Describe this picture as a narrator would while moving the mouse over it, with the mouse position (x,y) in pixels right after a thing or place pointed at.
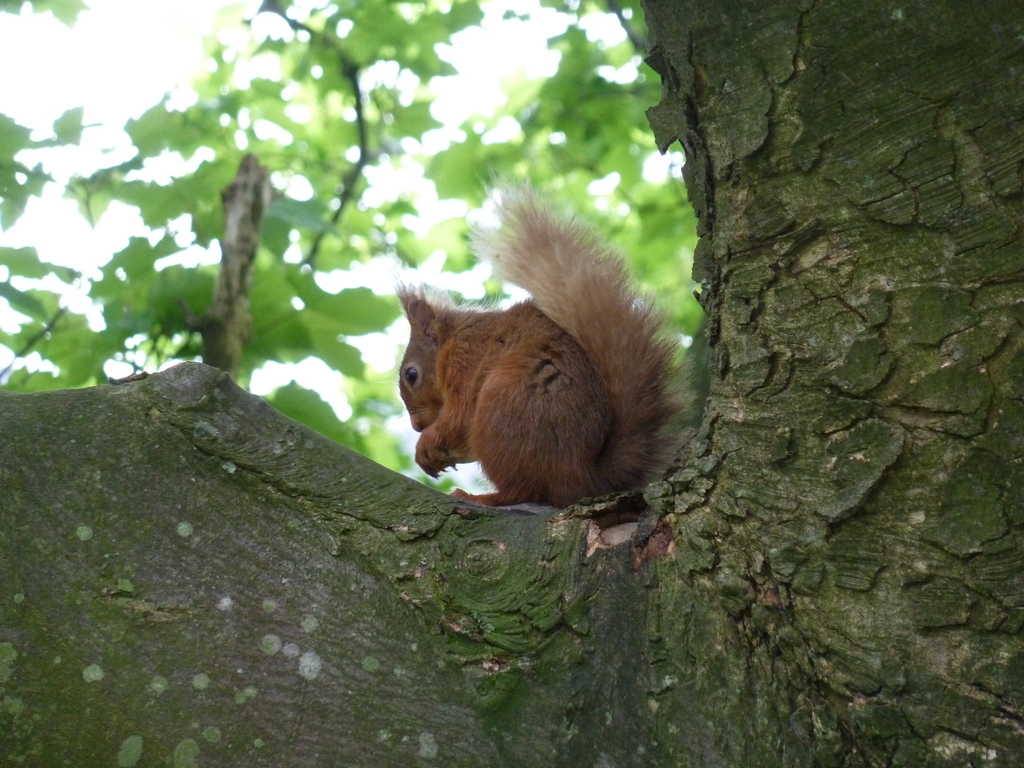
We can see squirrel (556,431) on tree branch (279,492). In the background (615,168) it is blur and green.
